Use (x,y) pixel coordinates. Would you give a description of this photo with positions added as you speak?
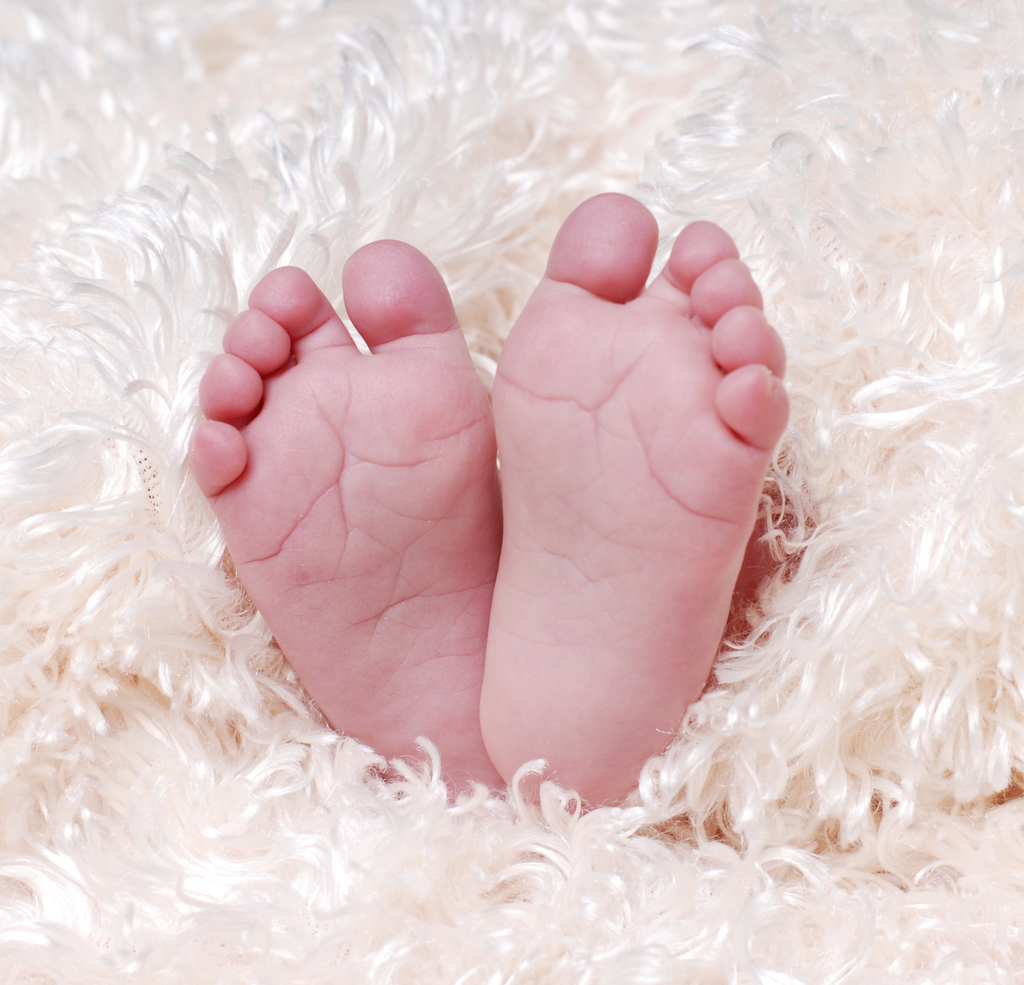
In this picture I can see a infant legs (651,457) and they are in pink color, wrapped around a white feather blanket (773,807).
